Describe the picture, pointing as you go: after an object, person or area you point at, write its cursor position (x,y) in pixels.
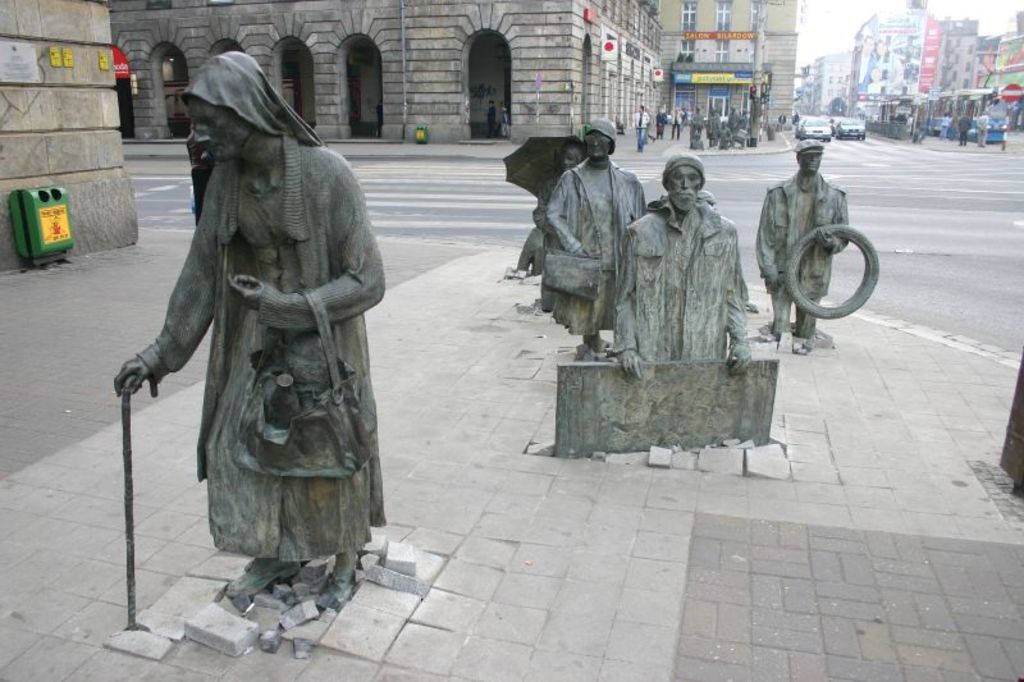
In this picture I can observe statues (547,255) of humans (332,167) in the middle of the picture (648,332). Behind the statues (632,311) I can observe road (495,189). In the background (662,39) there are buildings (845,63), cars (820,130) and some people (664,119) walking on the footpath (629,133).
